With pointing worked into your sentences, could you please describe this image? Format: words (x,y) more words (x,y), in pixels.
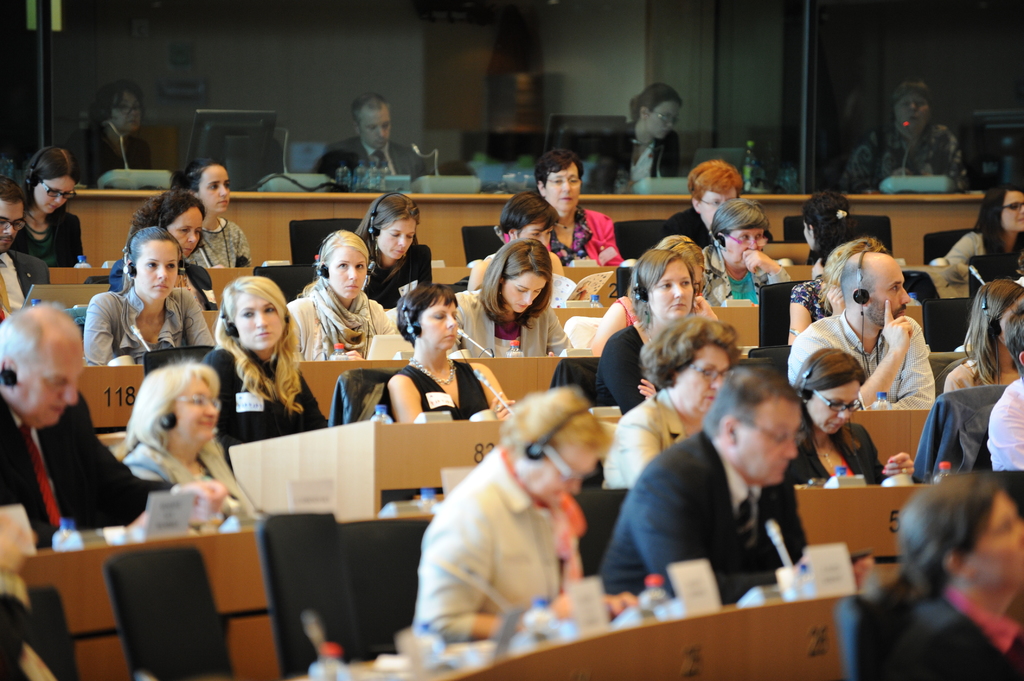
In this image we can see these persons (68,242) are sitting on the chairs (940,346) near the desks (103,565), here we can see water bottles (62,546) and mic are kept. In the background (697,41), we can see the glass door (211,86) through which we can see a few more people (379,162) sitting on the chair (84,143) where we can see monitors (994,141) and mics (120,171) are kept on the table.
